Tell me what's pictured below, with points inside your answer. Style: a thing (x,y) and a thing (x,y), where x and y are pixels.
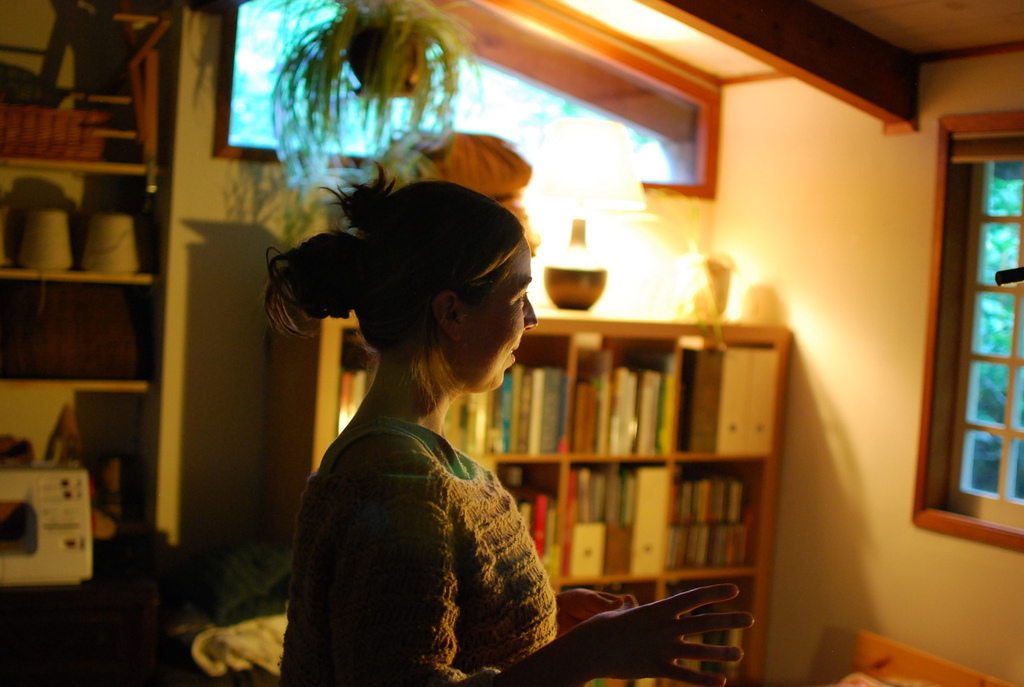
In this image I can see a woman (376,550) wearing brown and cream colored dress (449,542) is standing. In the background (853,213) I can see the wall (814,228), a lamp (609,202), a flower vase (388,35) with plant (417,77) in it, the book shelf (567,373) with books (623,413) in it, a rack (105,272) with number of objects (99,234) in it and few clothes (254,571). To the right side of the image (977,434) I can see the window (959,442) through which I can see few trees (1006,182).
